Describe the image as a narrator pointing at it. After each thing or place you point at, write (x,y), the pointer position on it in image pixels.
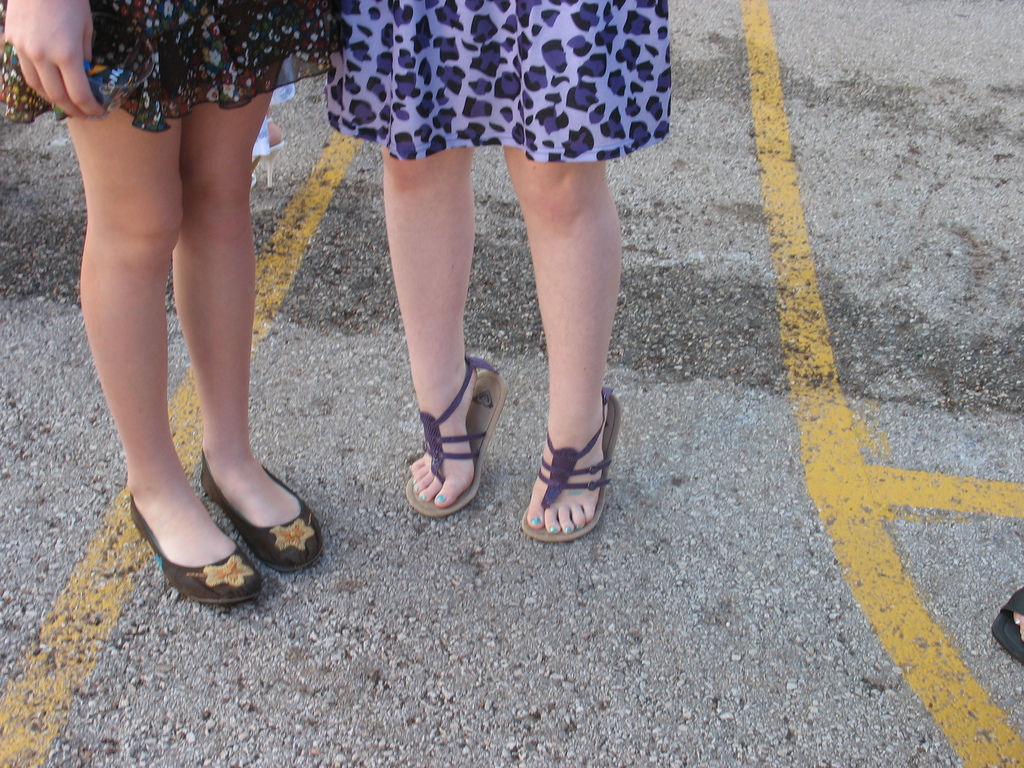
This image is taken outdoors. At the bottom of the image (356,640) there is a ground (762,269). In the background (270,145) there is a woman (277,130). In the middle of the image (421,365) two women (285,551) are standing on the road (510,509). On the right side of the image (1012,642) there is a footwear (1002,630) of a person (1016,625).
